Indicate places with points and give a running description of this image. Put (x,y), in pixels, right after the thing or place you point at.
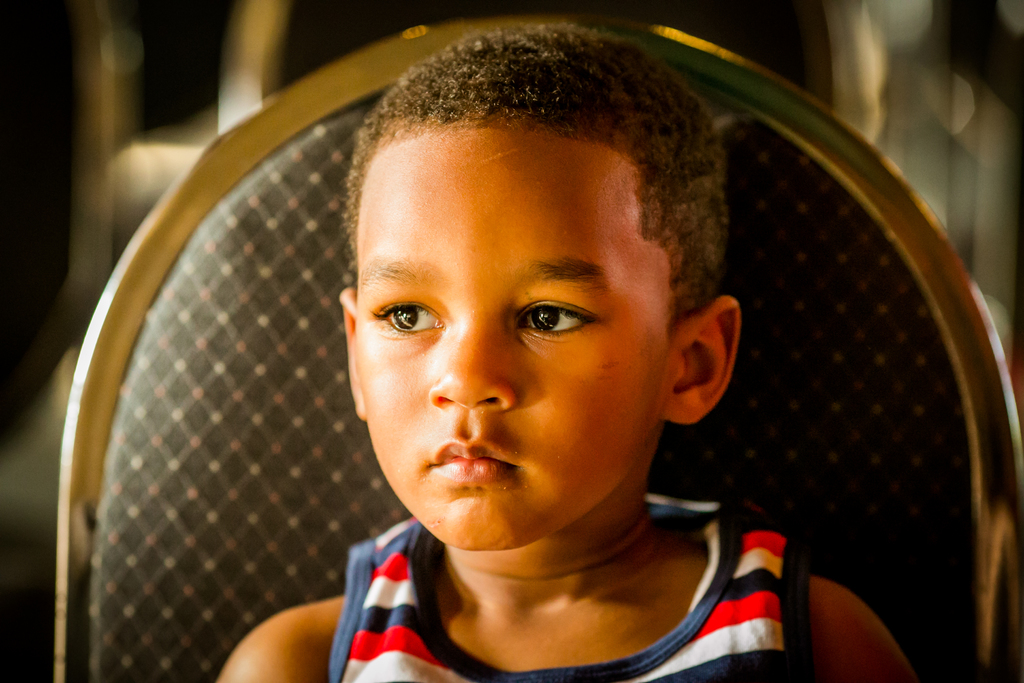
In the foreground of this image (479,558), there is a kid (463,454) sitting on the chair (232,427) and the background (60,158) image is blur.
